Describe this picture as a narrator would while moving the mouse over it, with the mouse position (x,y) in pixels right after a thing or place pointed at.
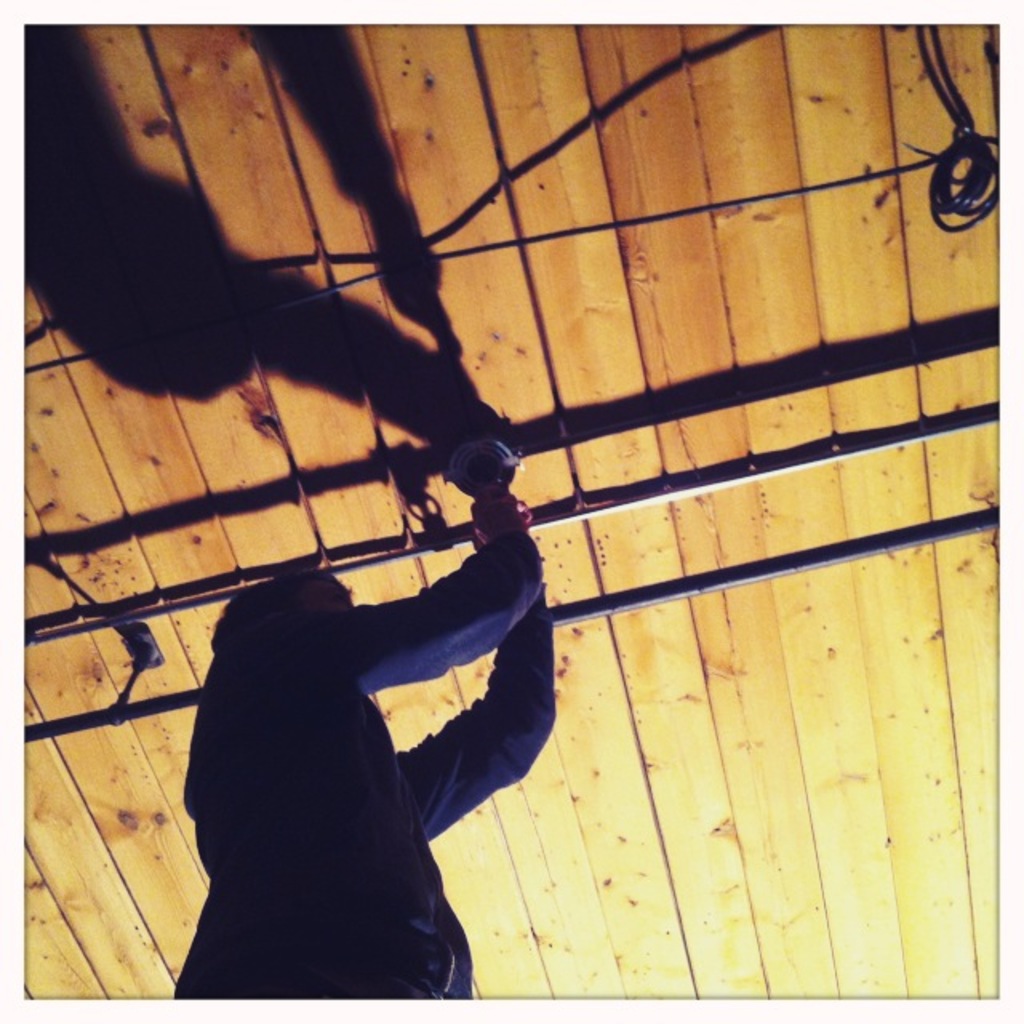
In the image we can see a person (314,759) wearing clothes (272,898) and holding an object (471,471) in hand (483,514). These are the pipes (918,438), cable wire (966,188) and wooden sheets (789,684).
